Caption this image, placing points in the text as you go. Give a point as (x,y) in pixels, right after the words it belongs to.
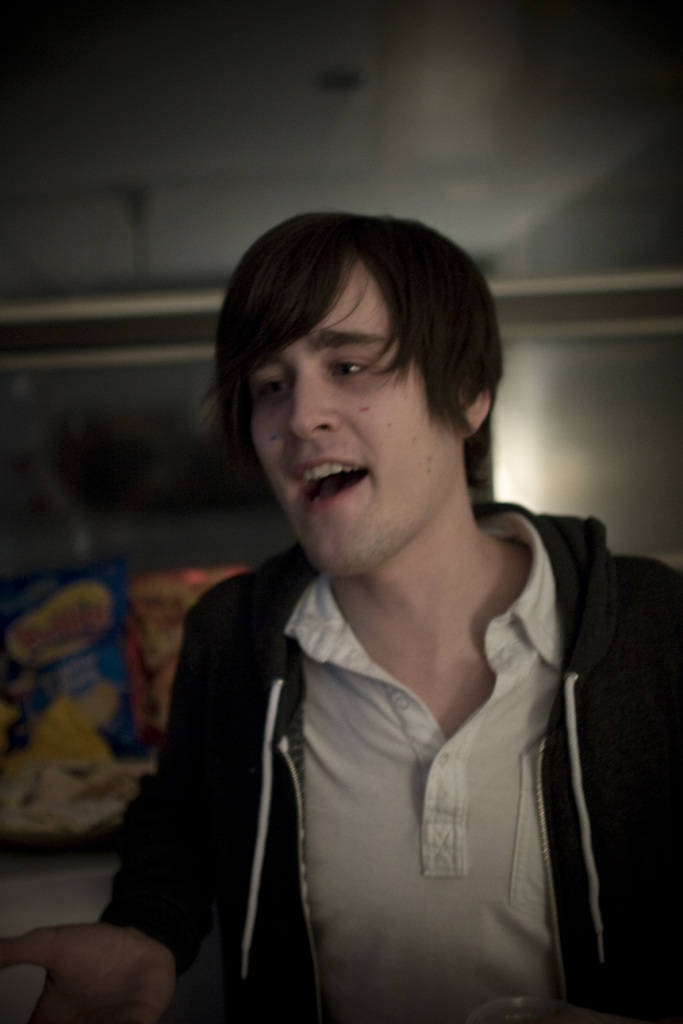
In this image, we can see a man (569,769), he is wearing a jacket (227,857), the background (123,509) is not clear.
